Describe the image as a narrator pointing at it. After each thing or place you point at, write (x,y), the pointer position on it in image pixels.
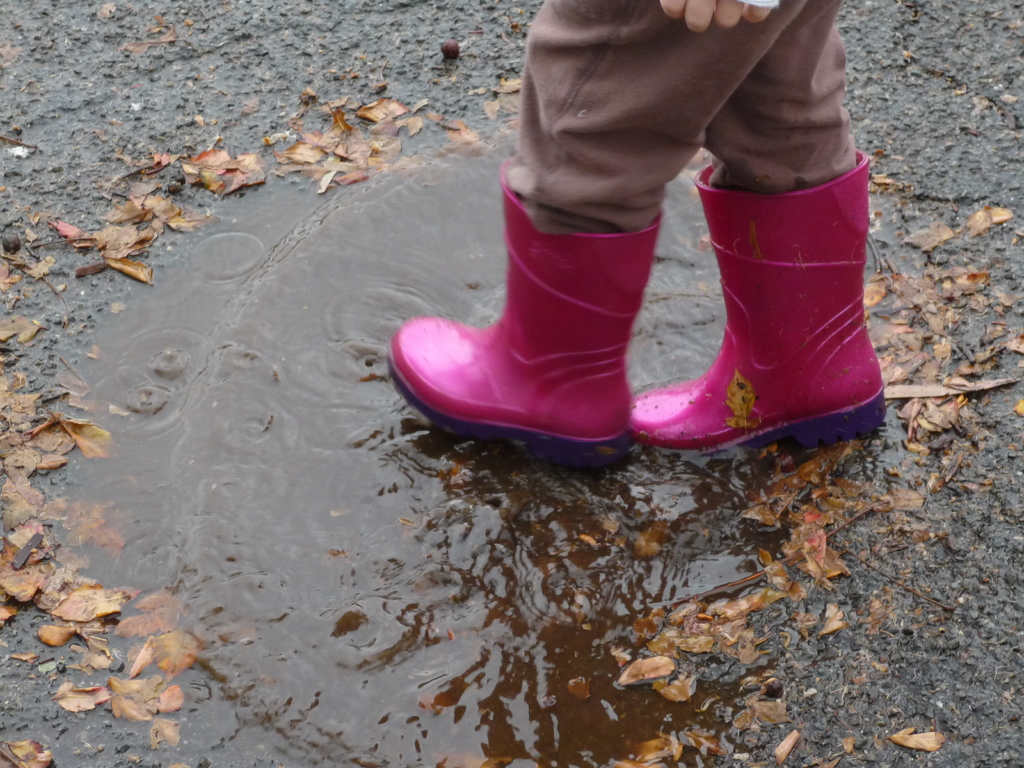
In this picture we can see a person (721,162) standing, at the bottom (793,616) there are some leaves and water (388,386), this person (582,314) wore shoes (643,291).
